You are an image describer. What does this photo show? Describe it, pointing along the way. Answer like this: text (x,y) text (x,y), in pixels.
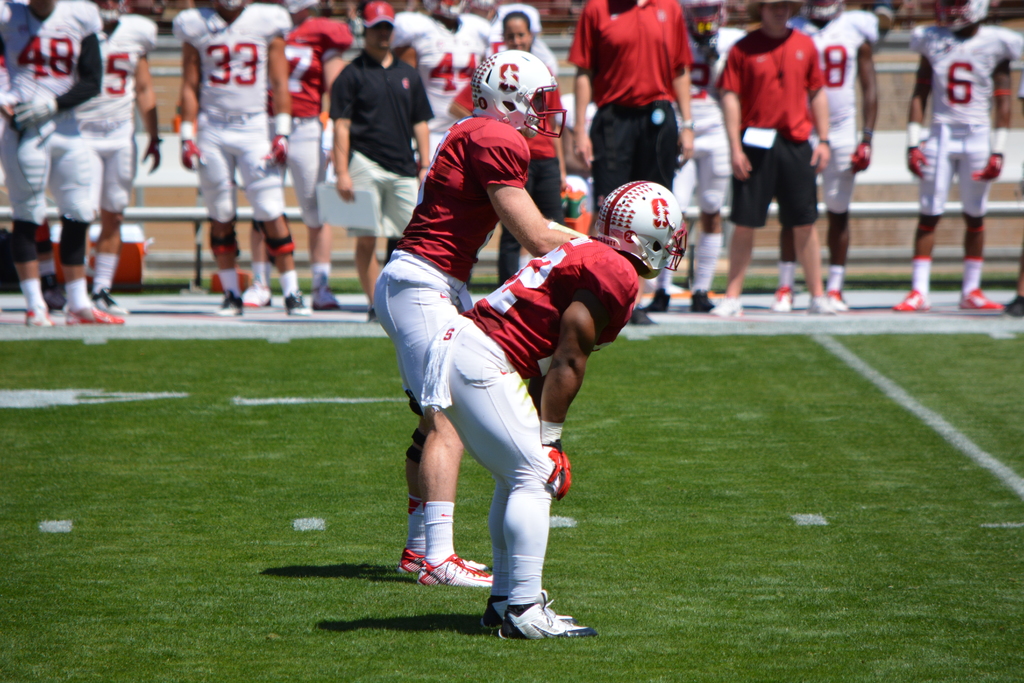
In this image I can see two persons (535,326) wearing red and white colored jersey (507,336) and red and white colored helmet (642,220) are standing and in the background (130,207) I can see few persons (240,163) wearing white, black and red colored dresses (288,82) are standing, few metal rods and an orange and white colored object (132,253) on the floor (127,290).
